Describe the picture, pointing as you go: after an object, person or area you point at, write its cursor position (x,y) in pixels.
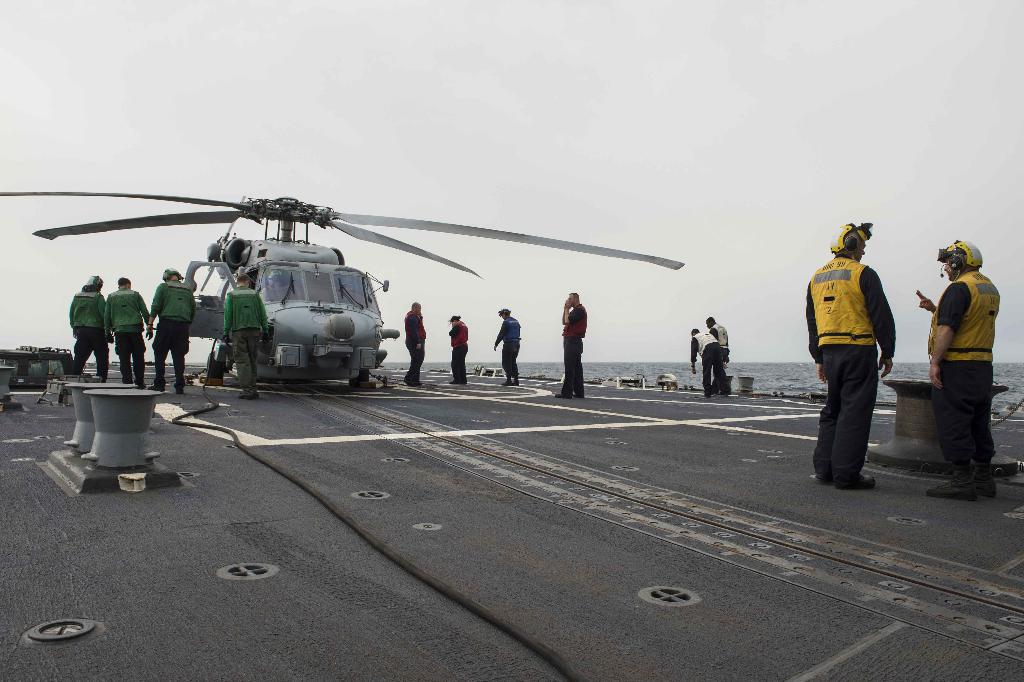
In this image there is a helicopter (285,233) on a helipad (368,396). There are many people (162,376) on the floor (355,410). Here two people (879,321) wearing yellow dress (838,309) and helmet (953,261) are standing. Here there are poles (110,391). The sky (502,131) is clear.
